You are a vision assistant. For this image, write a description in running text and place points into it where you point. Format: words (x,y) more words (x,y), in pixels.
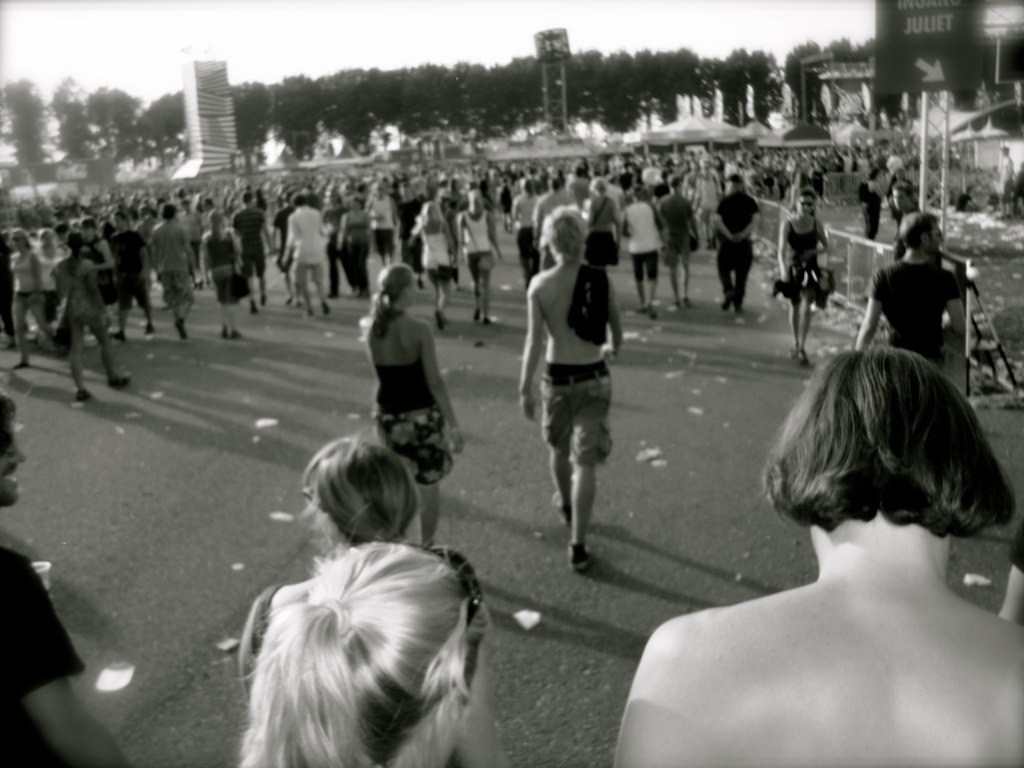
This image consists of a crowd (537,289) on the road (507,331), fence (855,259), trees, buildings (424,150), board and the sky (238,74). This image is taken may be on the road (602,486).
